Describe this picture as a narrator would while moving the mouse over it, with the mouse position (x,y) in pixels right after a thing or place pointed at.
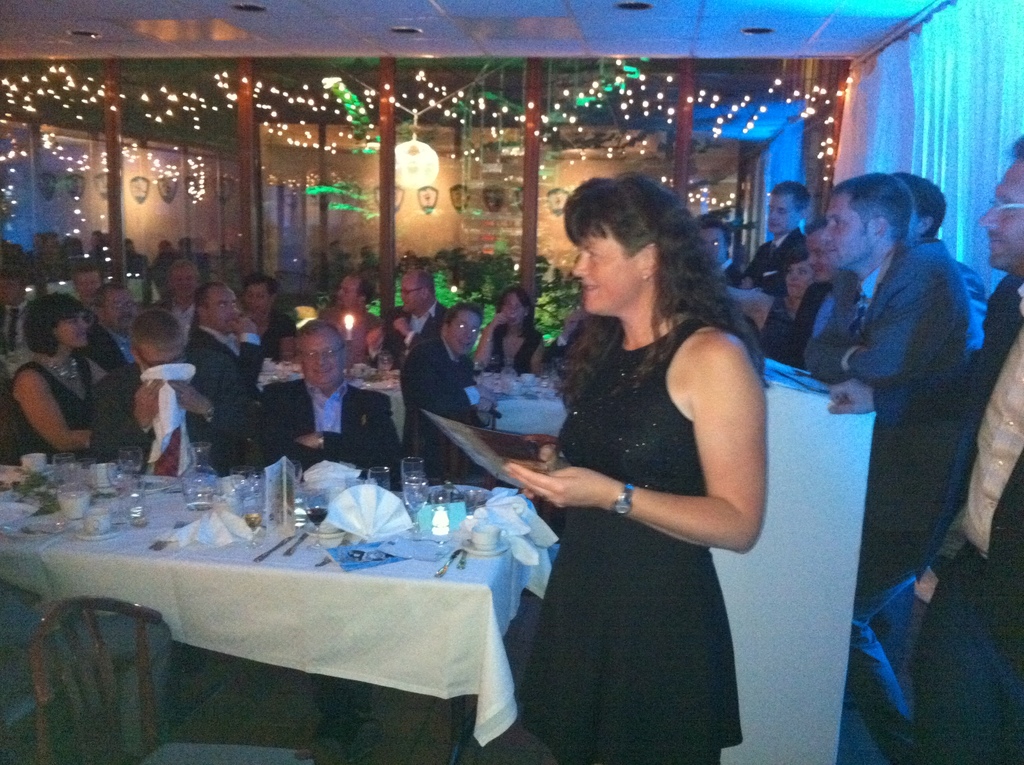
In the image we can see there are people (267,297) who are sitting on chair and there is a woman (629,558) standing and people (869,357) are standing over here.
